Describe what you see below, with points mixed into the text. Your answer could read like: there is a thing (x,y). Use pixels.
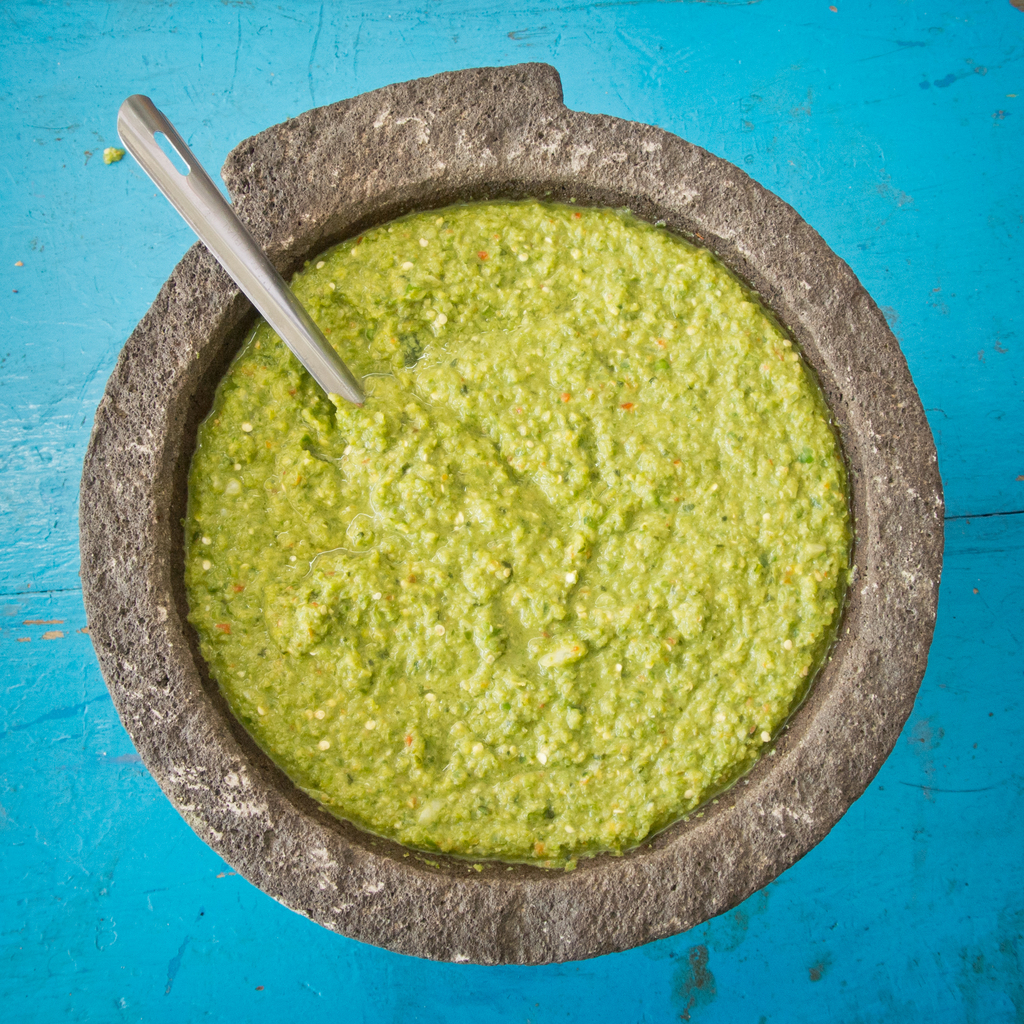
In this picture we can see a stone bowl (86,589) on the surface (935,663) with a spoon (203,230) and food (477,362) in it.
